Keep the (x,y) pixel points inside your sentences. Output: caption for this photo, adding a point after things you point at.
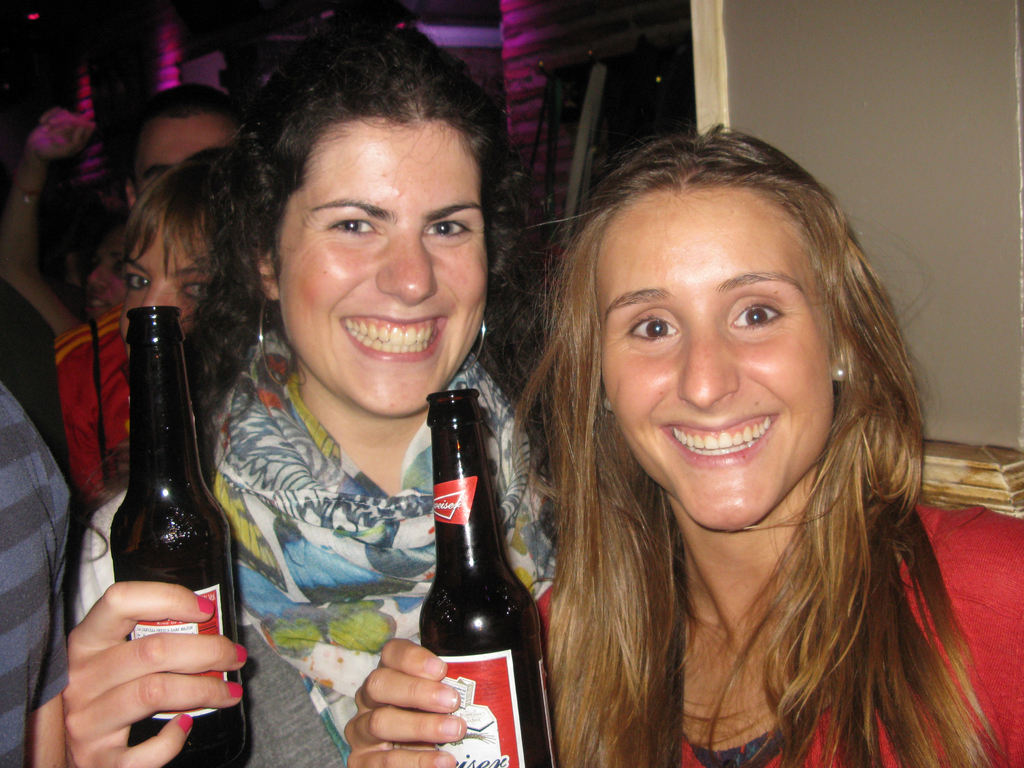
There are two ladies (540,386) holding bottles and smiling. Middle lady (362,437) is wearing a scarf (333,533). In the background (129,206) there are many persons (89,283).
